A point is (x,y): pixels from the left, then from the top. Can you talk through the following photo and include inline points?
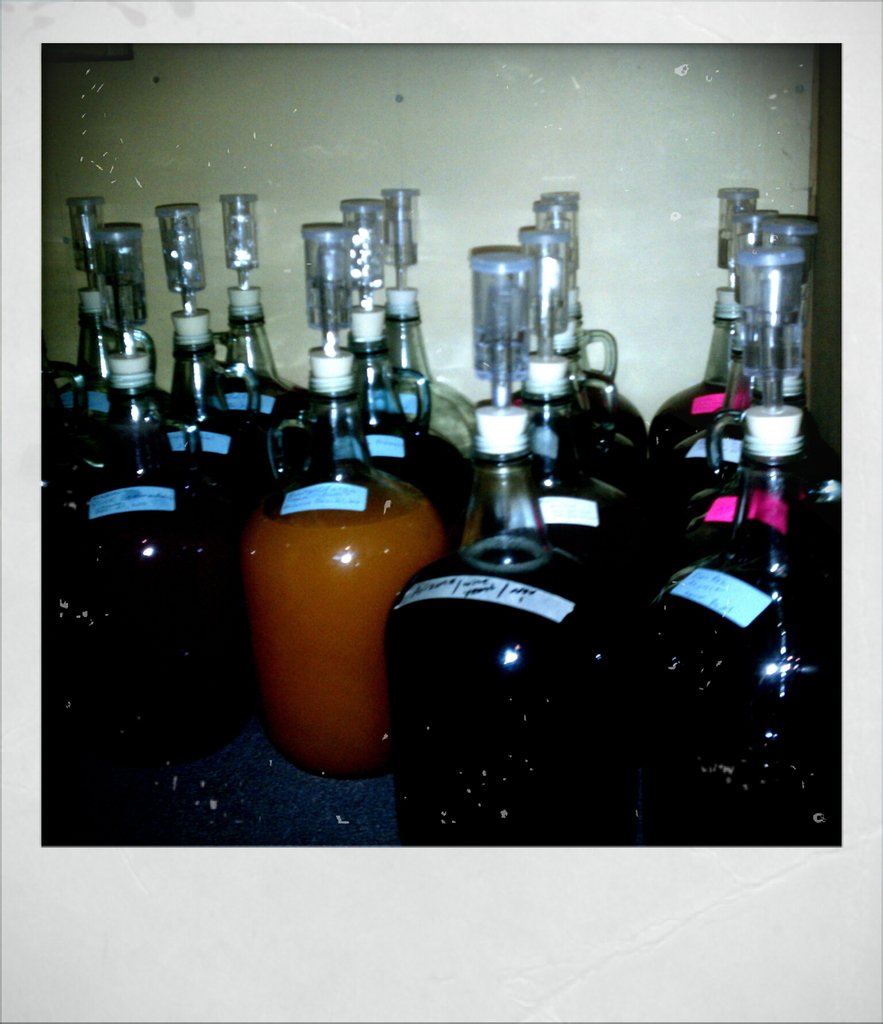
There are black color bottles (223,381) and one orange color bottle (315,579) with a label (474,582) on it. We can see some different kind of lids (505,372) to it.
